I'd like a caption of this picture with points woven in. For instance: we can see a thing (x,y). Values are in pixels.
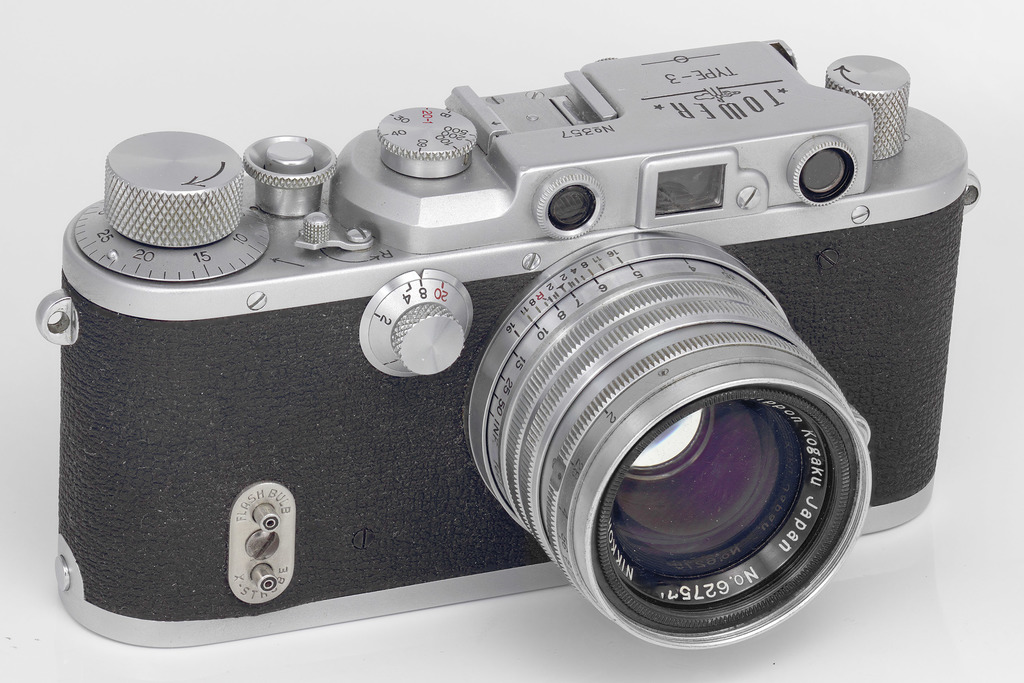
In this image I can see a camera (764,196) in the front (736,112). I can also see white colour in the background (66,143).
